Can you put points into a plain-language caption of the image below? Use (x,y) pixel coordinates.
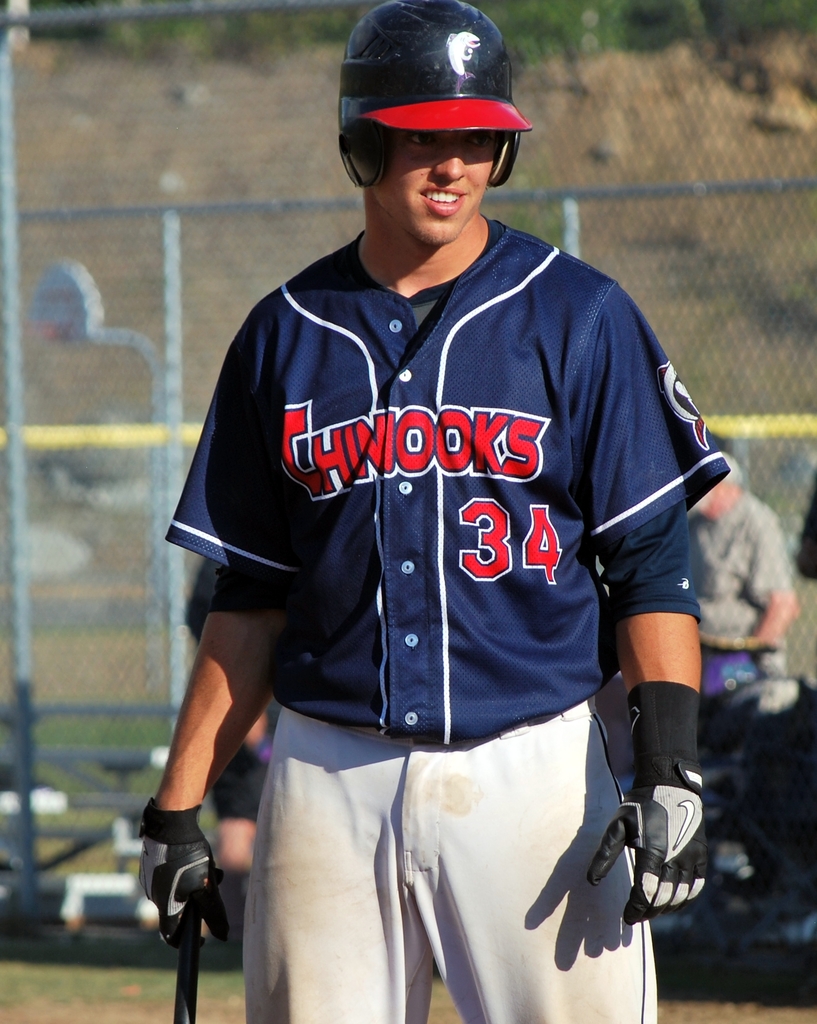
In the middle of the image (312,500) a man (392,841) is standing and holding a baseball bat (184,938). Behind him there is a fencing (10,267) and few people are standing and sitting. Behind the fencing (25,626) there is a hill (208,348).
